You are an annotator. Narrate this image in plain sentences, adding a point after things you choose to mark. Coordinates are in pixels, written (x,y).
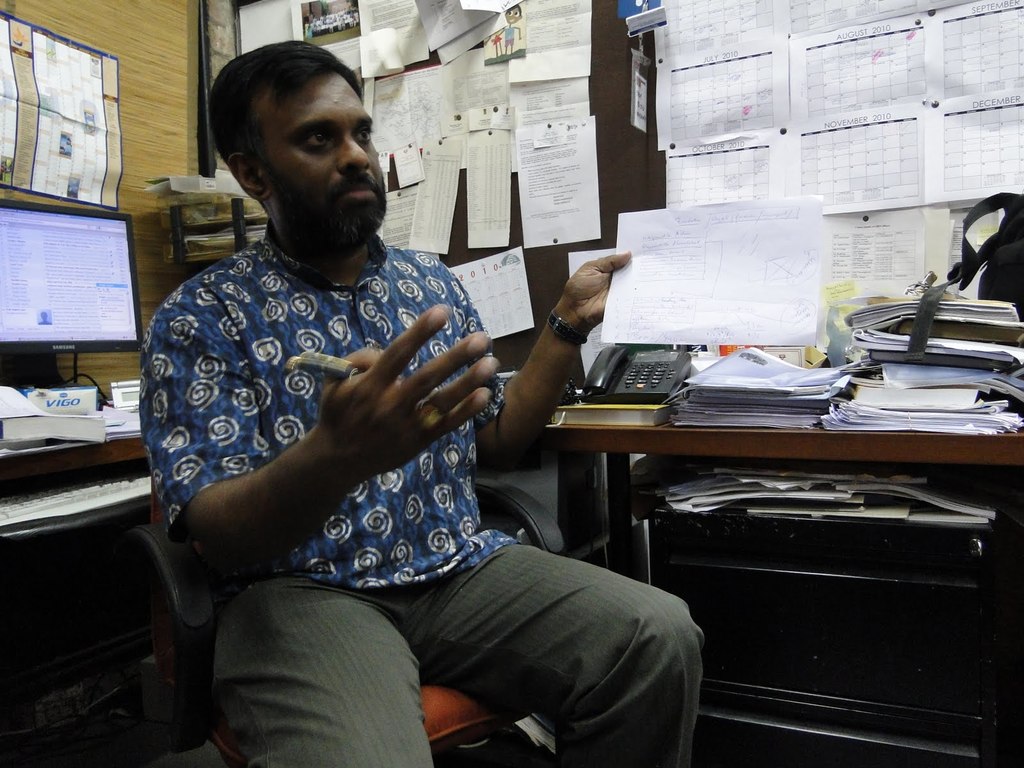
In this image, there is a person (249,123) wearing clothes (335,308) and sitting on the chair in front of the computer (36,287). This person (439,496) is holding a paper (620,296) with his hand (599,277). There is a table (795,444) in the right of the image (803,454) contains a telephone (680,377) and some papers (856,335).
